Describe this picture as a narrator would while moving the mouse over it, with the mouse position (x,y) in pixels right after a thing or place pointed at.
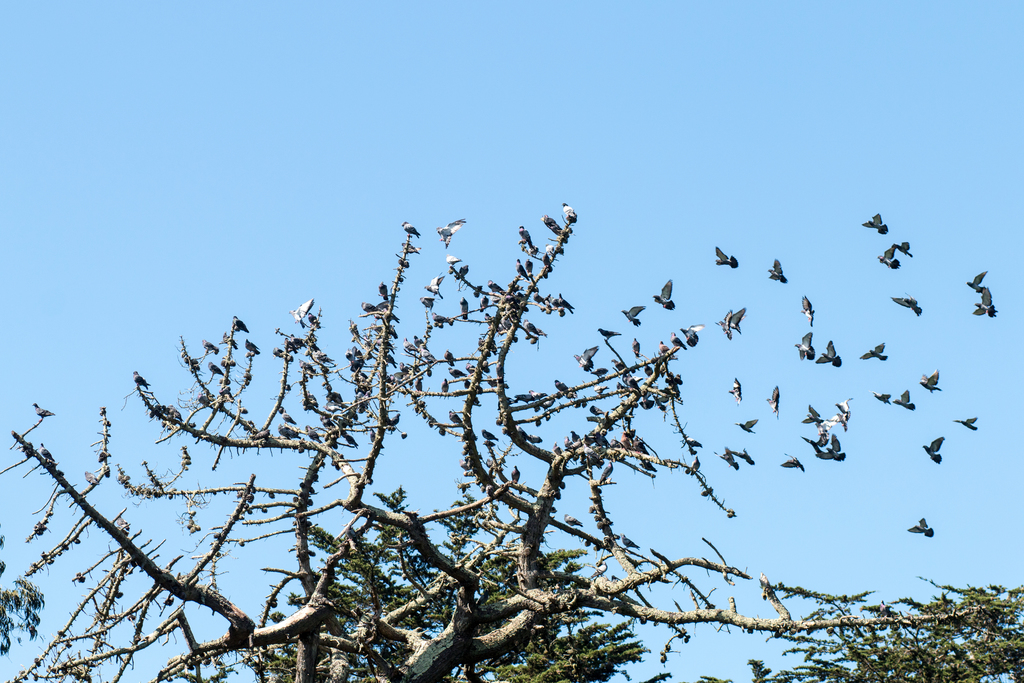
In this image we can see many birds (349,440) on the tree (618,601). Also there are birds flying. In the background (233,230) there is sky (225,283).
